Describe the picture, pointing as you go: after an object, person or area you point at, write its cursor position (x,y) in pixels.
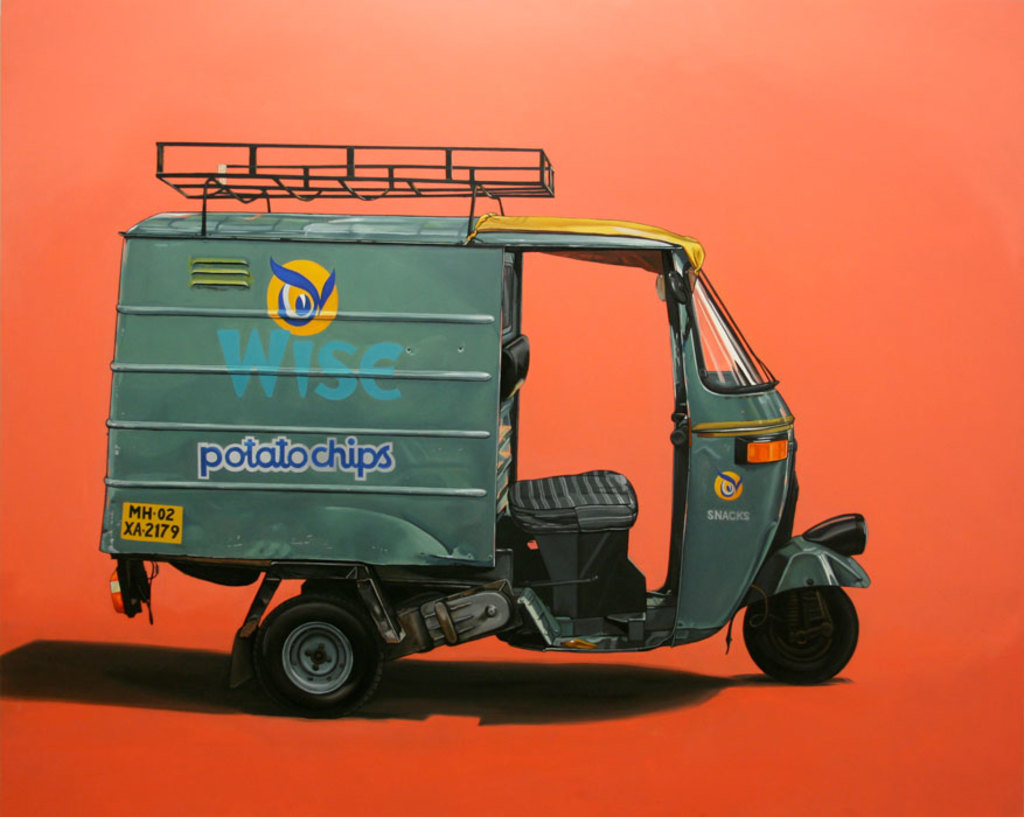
In this picture we can see an auto (395,433).
